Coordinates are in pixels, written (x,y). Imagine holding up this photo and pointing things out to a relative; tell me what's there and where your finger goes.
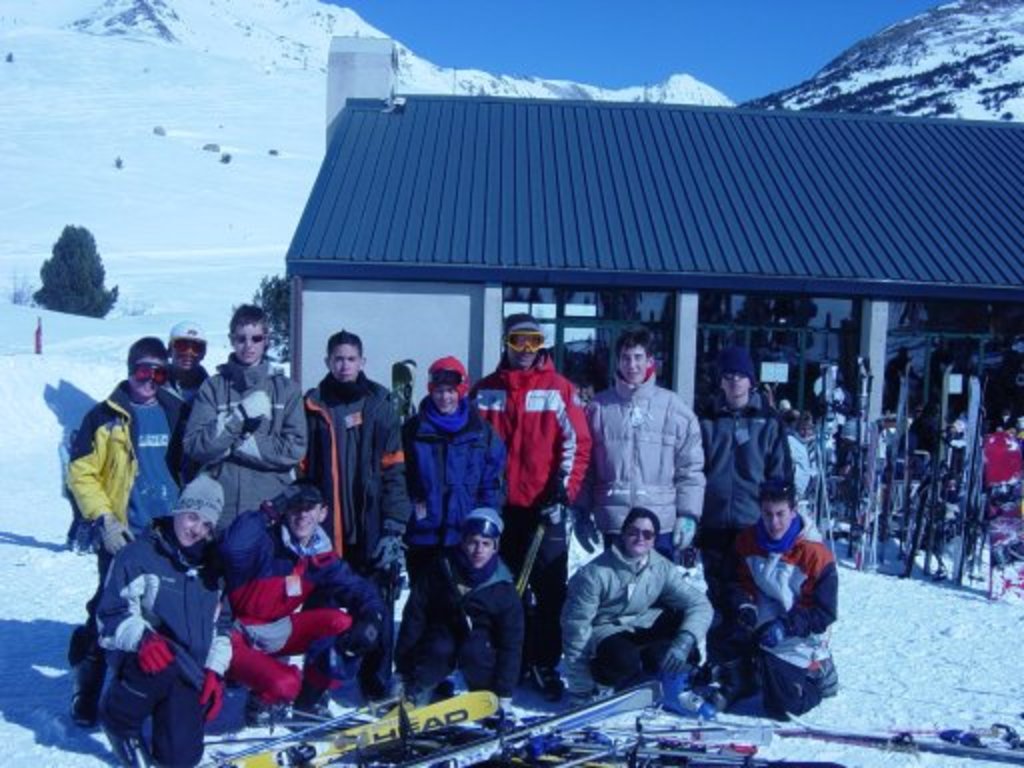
In this picture we can see a group people (568,514), here we can see snow (843,568), shed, skis (860,564) and some objects (831,419) and in the background (215,122) we can see trees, mountains (203,119), sky (800,13).
